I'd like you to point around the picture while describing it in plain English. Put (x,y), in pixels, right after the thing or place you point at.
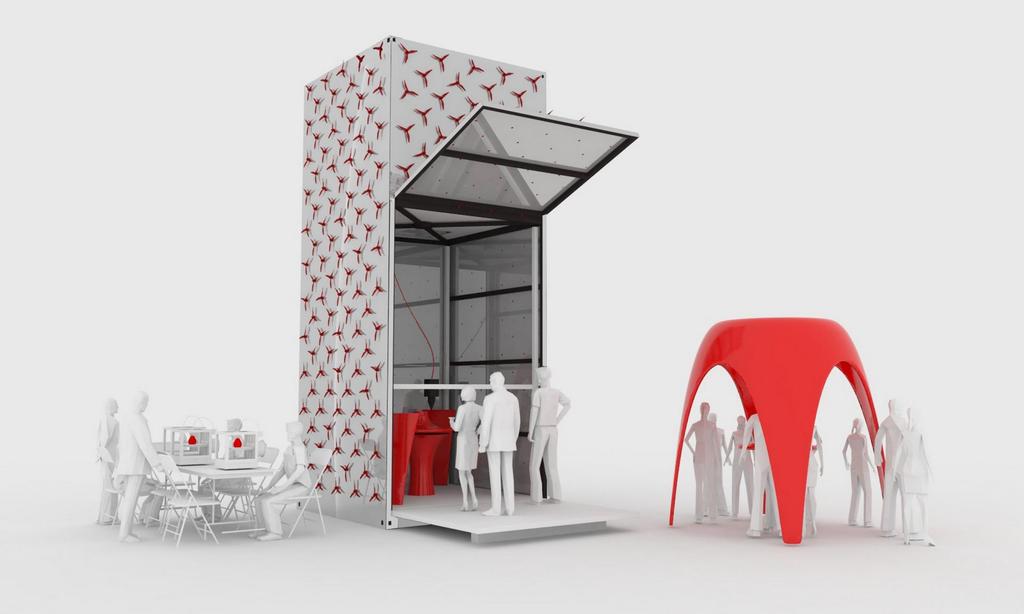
It is an animated picture. In the image in the center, we can see a few people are standing. And we can see chairs (228,482), one table (204,471) and one stool (727,338), which is in red color. On the table (240,474), we can see few objects (188,456). In the middle of the image (369,300), there is an architecture (368,177).
